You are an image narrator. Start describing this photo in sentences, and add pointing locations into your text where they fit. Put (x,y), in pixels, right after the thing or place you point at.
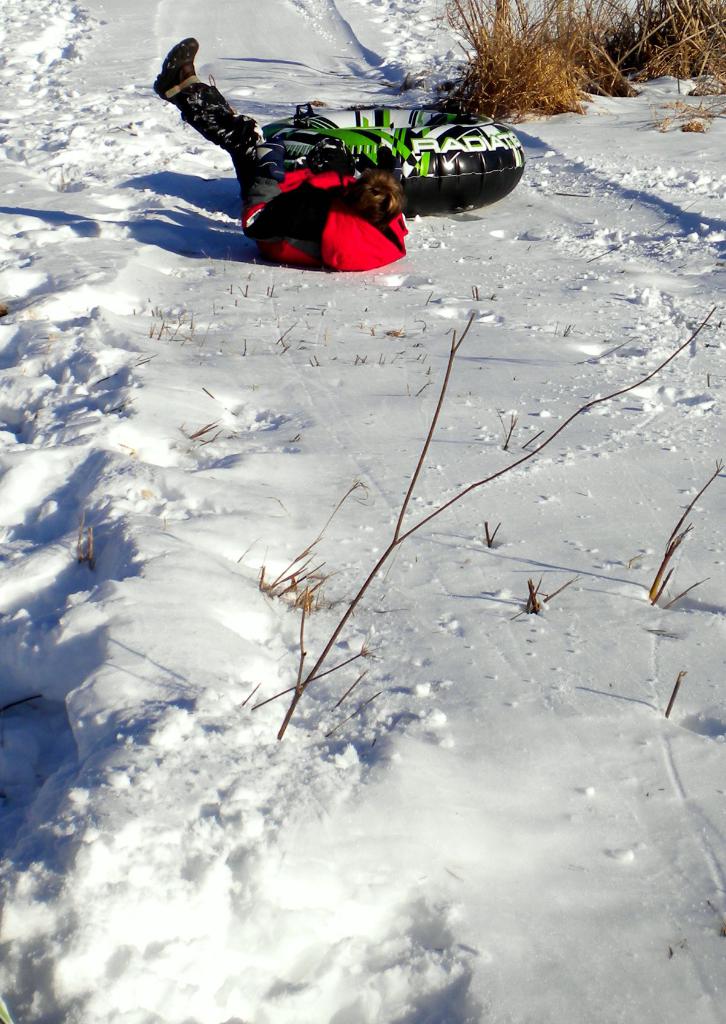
Top of the image (303,209), we can see a person (319,257) is lying on the snow (290,336). Here we can see a black object (443,174). Right side (513,93) top corner, we can see some plants (543,58). Here there is a snow (339,657).
